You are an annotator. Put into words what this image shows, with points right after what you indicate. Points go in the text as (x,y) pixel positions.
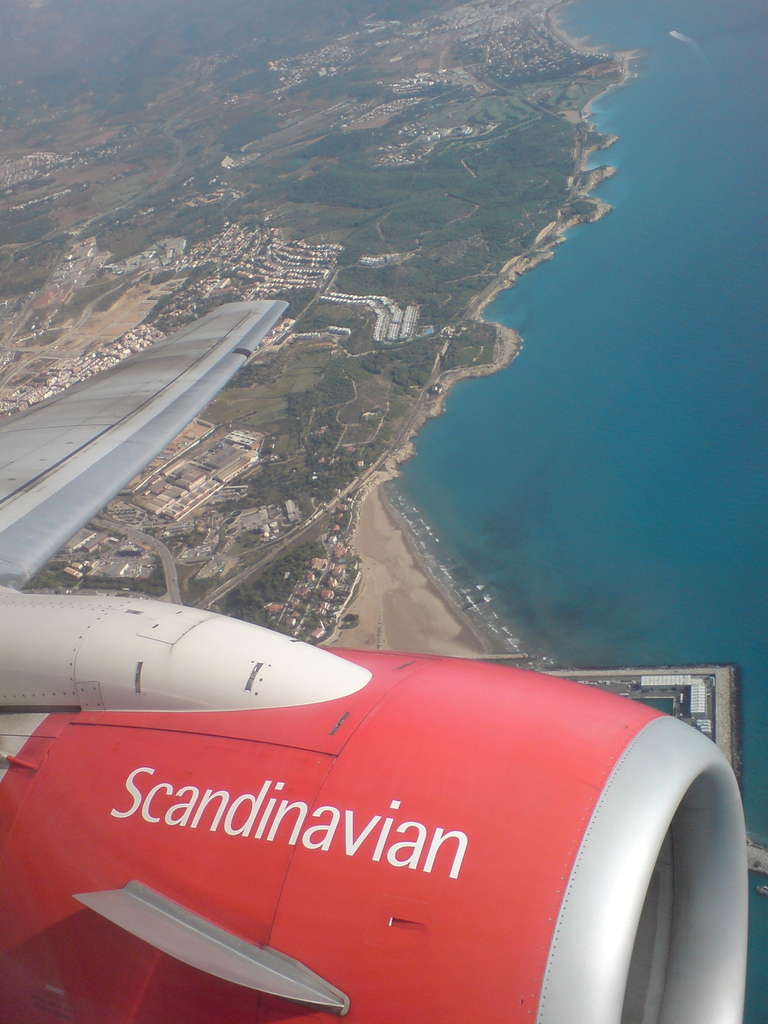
In this picture I can see the planes turbine engine (375,714) and wings (111,382) which is flying in the air. In the back (323,253) I can see the city (511,60), buildings (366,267), trees (336,394), plants (336,381), grass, beach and water (760,819).
